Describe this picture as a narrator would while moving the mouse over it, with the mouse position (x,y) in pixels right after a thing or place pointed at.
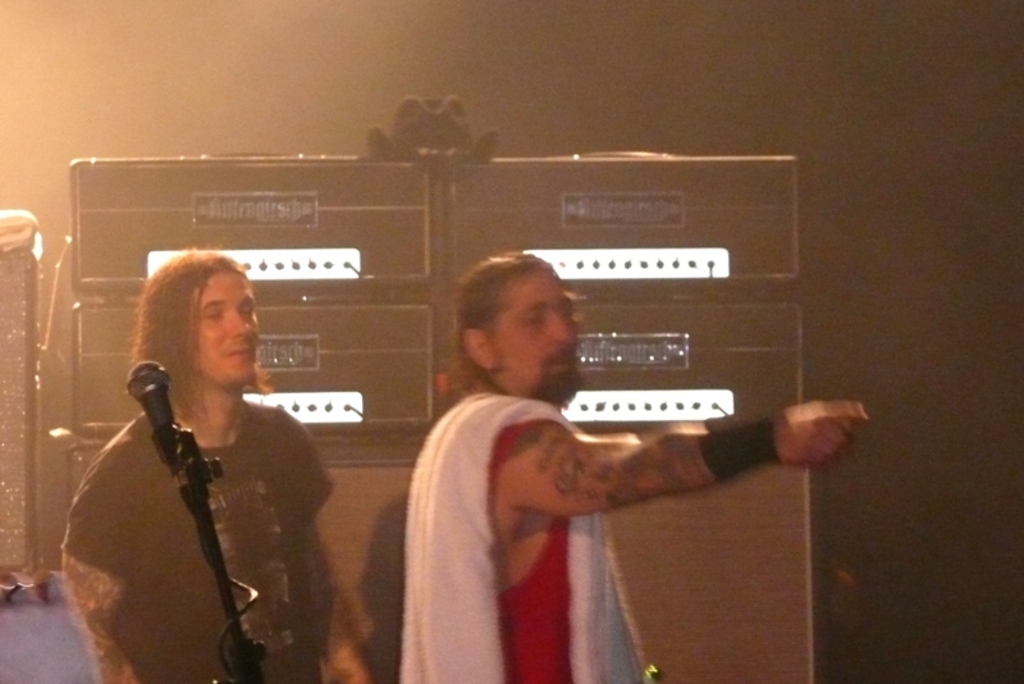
In this image there are two persons (475,500) standing and one is pointing towards. And there is a microphone (159,405) with black color. In the background (116,393) there is a musical instrument (14,385) and a black color box (20,295). And at the background (644,71) there is a wall (875,144).
